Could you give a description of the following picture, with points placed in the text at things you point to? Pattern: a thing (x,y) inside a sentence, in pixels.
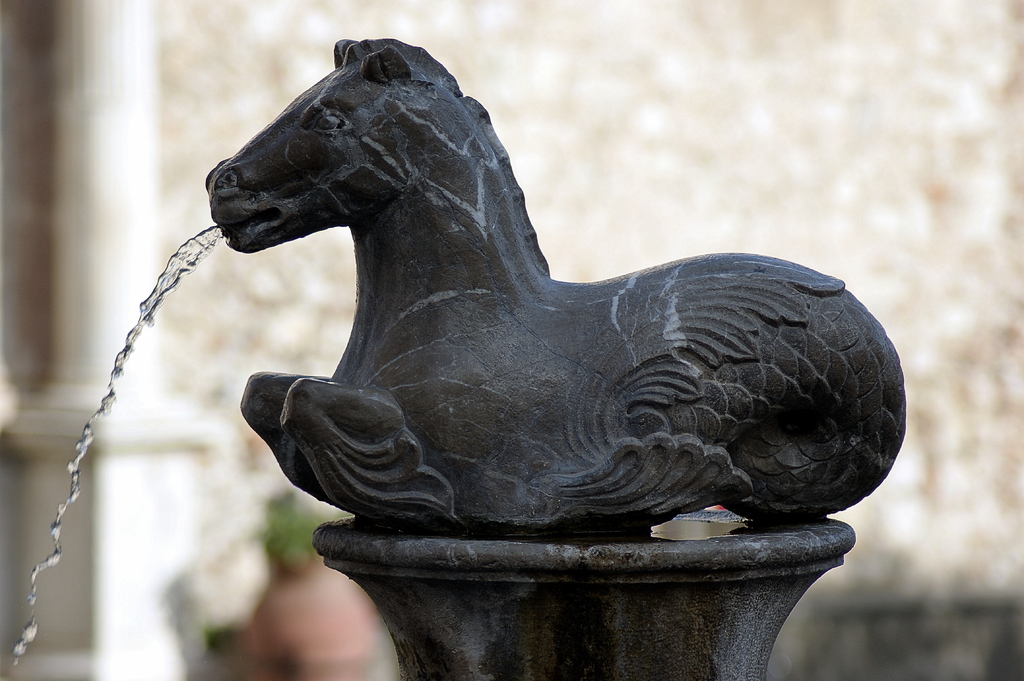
In this image there is a statue of an animal (541,296) from which water (194,251) is falling down from its mouth (231,213).
